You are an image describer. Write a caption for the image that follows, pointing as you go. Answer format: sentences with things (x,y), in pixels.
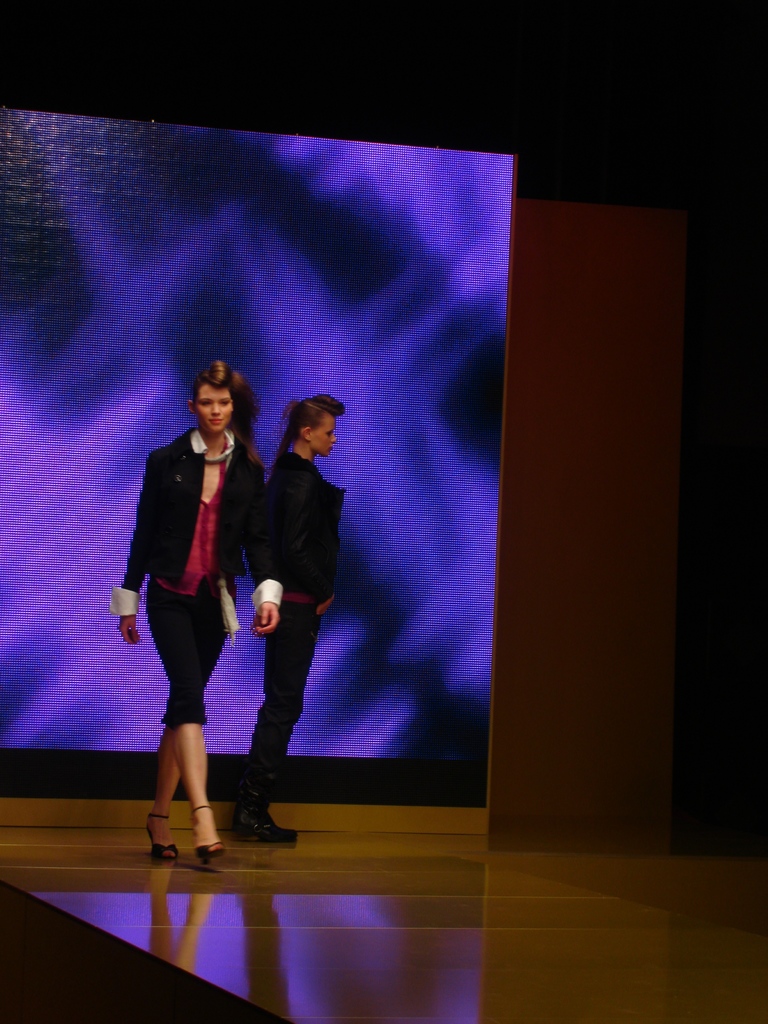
In this image I can see two women (275,657) in front of display device (249,674) and on the device (452,328) I can see blue color and the women (237,552) are wearing a black color dress (333,545).
